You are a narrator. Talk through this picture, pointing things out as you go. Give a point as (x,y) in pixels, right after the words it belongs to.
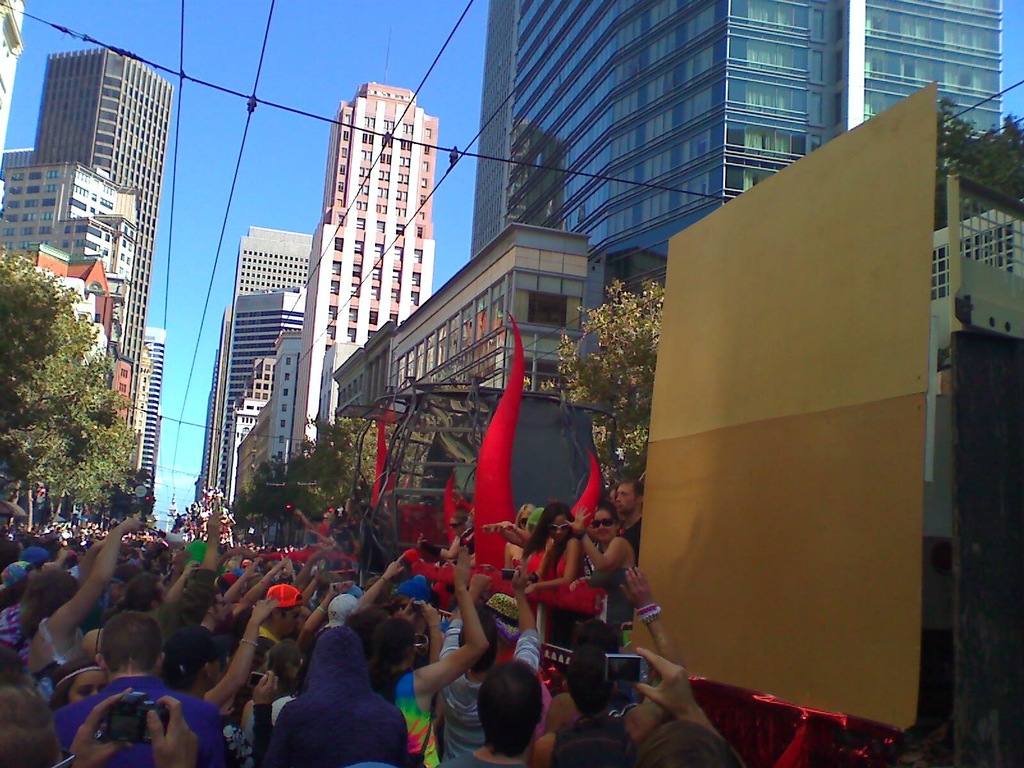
In this image we can see a group of persons (262,612) and among them few people (275,675) are holding objects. There are few vehicles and there are few people (533,580) in the vehicles (299,547). Behind the persons (446,550) we can see trees (608,327) and buildings (227,339). At the top (315,128) we can see the sky (182,147) and the wires (203,315). On the right side (841,618), we can see a board (851,479).
